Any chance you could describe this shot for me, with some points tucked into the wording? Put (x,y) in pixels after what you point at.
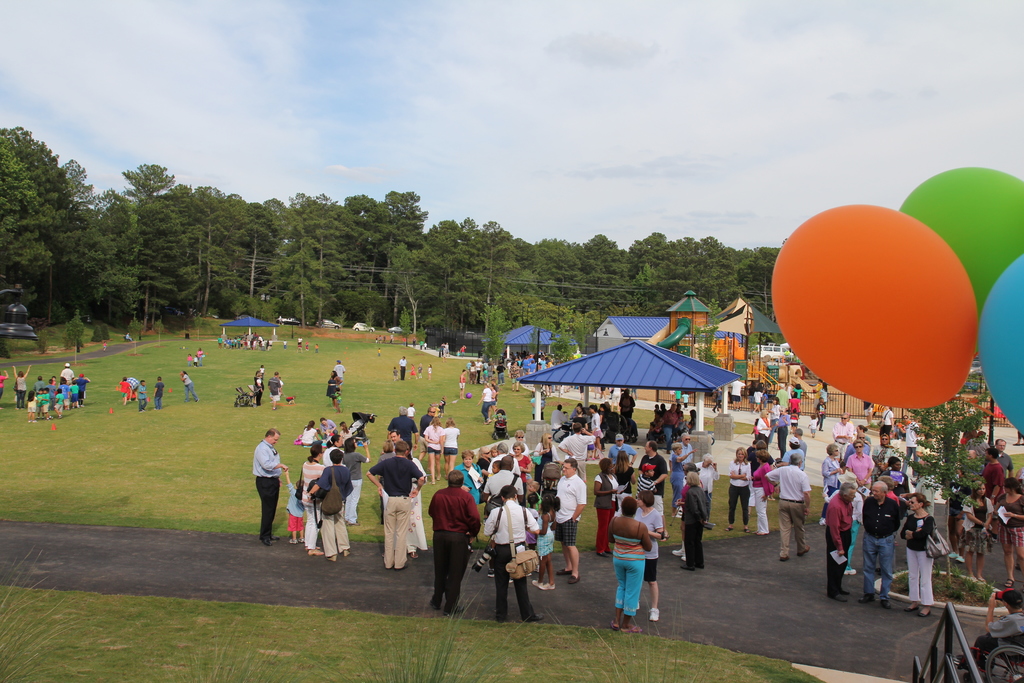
There are few persons (316,529) standing on the road (64,575) and grass (165,647) and among them few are carrying bags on their shoulders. In the background (222,244) there are buildings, trees (83,251), poles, gazebo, fence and clouds (230,9) in the sky (701,0). On the right (871,244) there are balloons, tree (946,439) and a person (1001,604) is sitting on a wheel chair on the road (906,567) and other objects (925,659).
